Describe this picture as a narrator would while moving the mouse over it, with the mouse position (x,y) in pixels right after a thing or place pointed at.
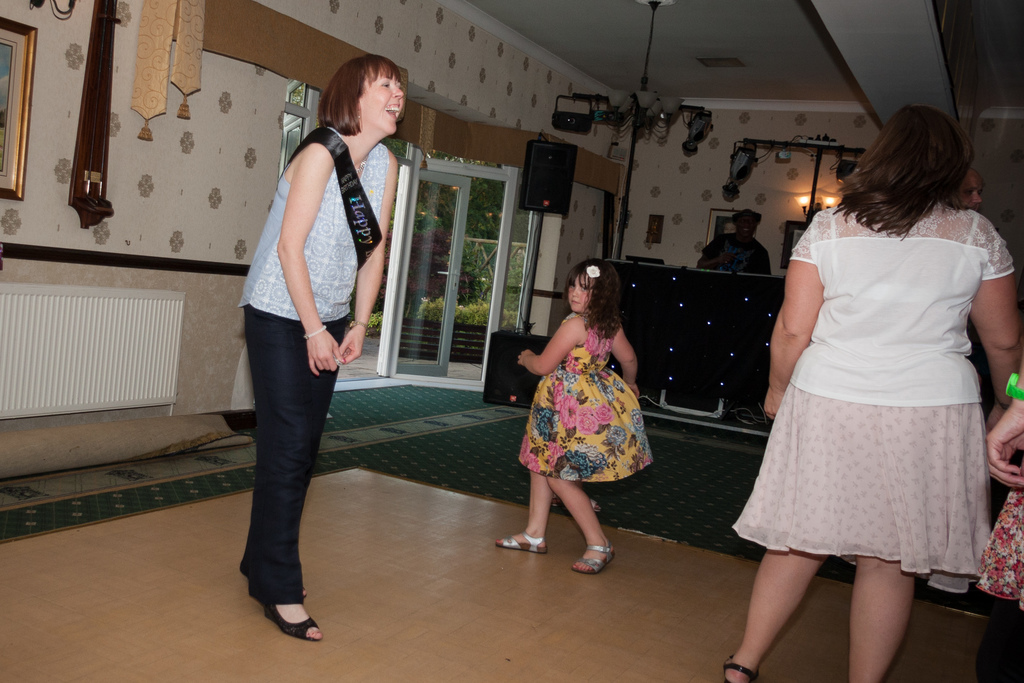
In this image I can see three persons (366,255) standing. The person (591,353) in front (623,418) wearing frock (604,407) which is in pink, yellow and green color, background (464,338) I can see the other person (757,221) standing, few lights (740,163), glass door (432,233) and trees (480,273) in green color. I can also see wall (126,140) in cream color.
